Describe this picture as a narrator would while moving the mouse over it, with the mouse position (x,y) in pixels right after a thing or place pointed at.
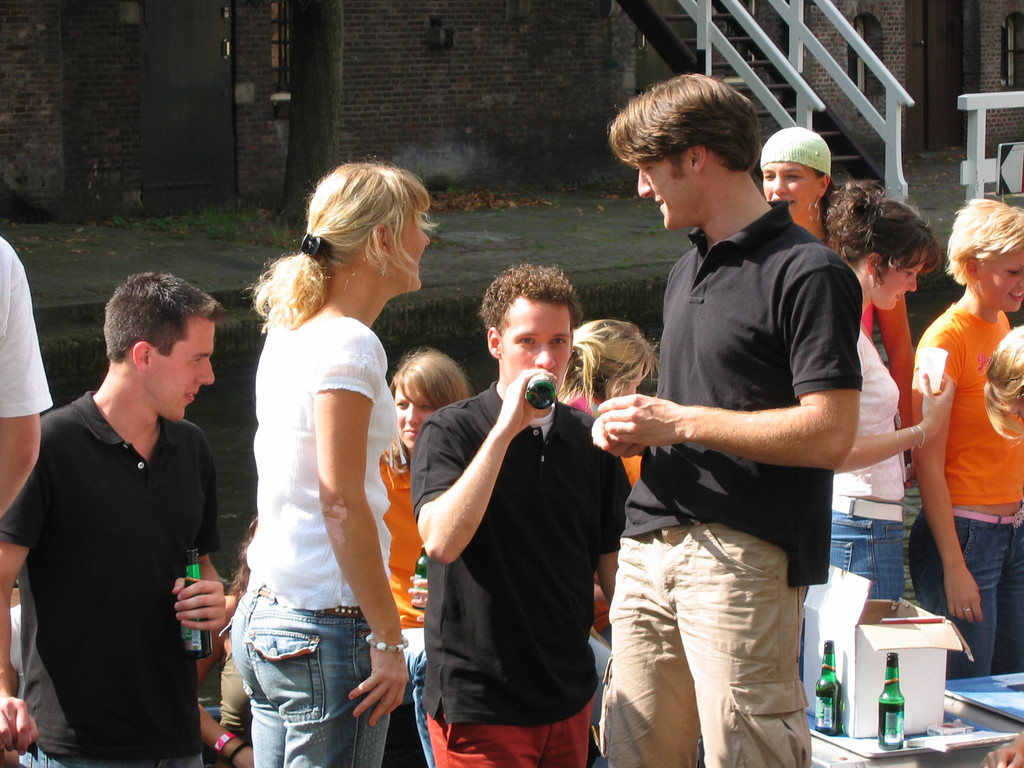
In this image we can see many people (668,379). One person (134,607) is holding a bottle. And another person (487,441) is drinking with the bottle (541,376). On the right side (896,634) there is a box (906,666). Near to that there are bottles (838,691). In the background (433,56) there is a building (221,94) with brick walls (456,58), doors (196,100) and steps (769,64) with railings (746,24). And one lady (783,191) is wearing a cap (801,162).
